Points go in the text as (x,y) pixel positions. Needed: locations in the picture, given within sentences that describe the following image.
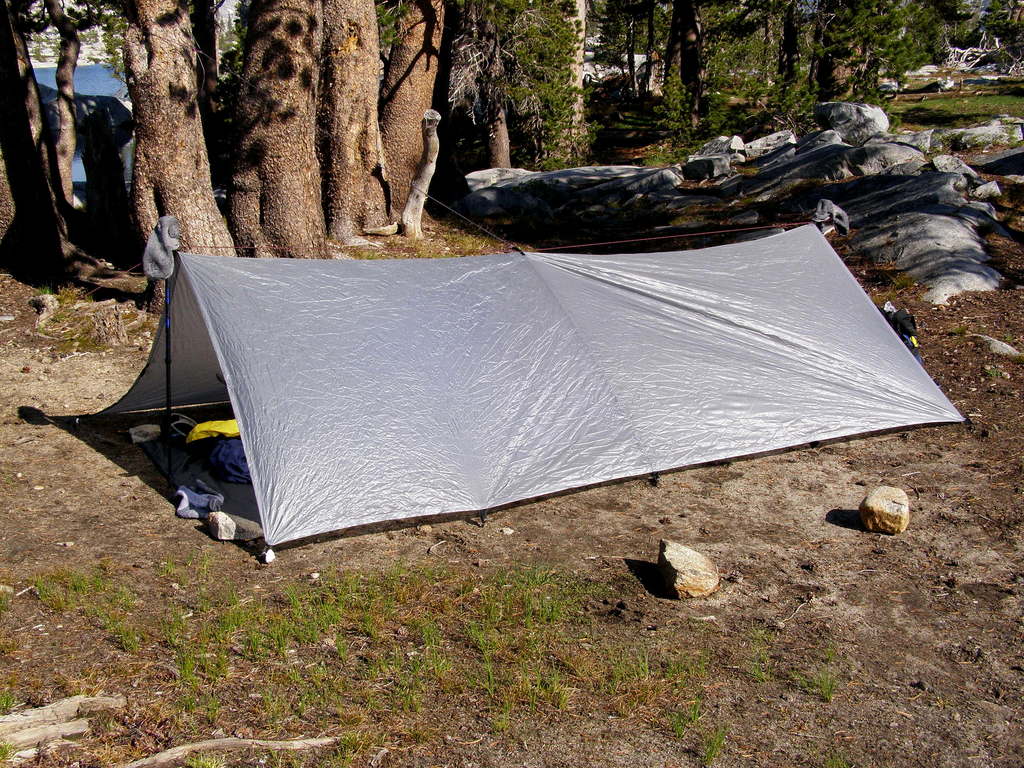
In the picture we can see a small tent (369,331) on the ground (238,673) which is gray in color and beside it we can see some grass (634,691) and two rocks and behind it we can see some rocks (861,158) which are white in color and on the other side of the tent (211,280) we can see some tree branches (59,155) and trees (196,160).
